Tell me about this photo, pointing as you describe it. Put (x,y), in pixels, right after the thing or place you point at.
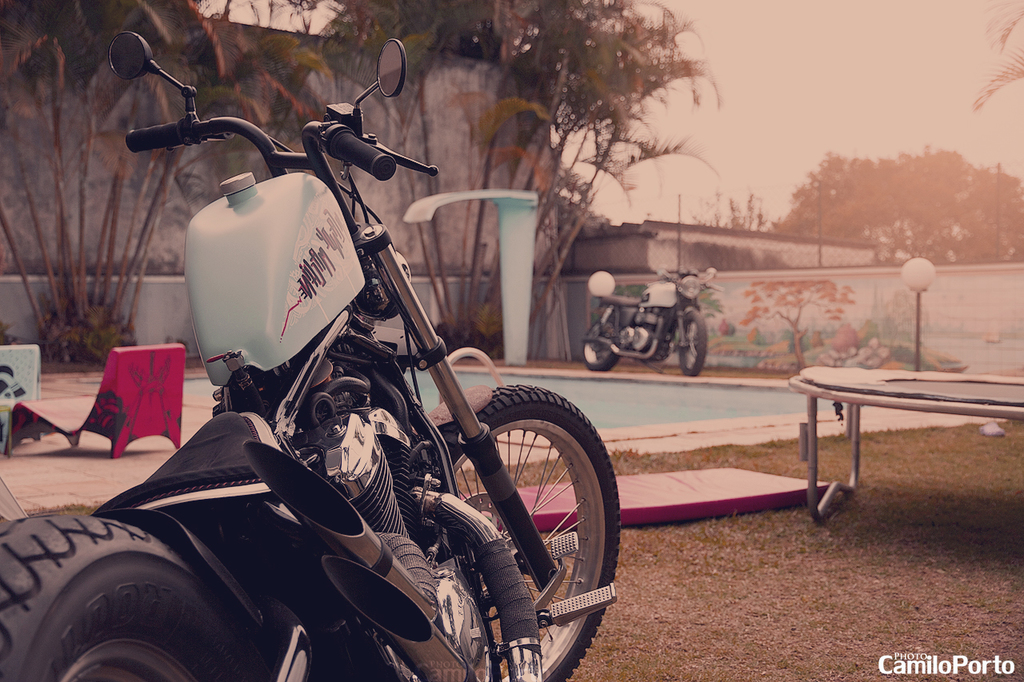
In this image we can see a motorcycle (272,474). In the back (99,392) there is a chair (99,392). On the right side (841,384) there is a trampoline (875,387). In the back (789,330) there is a wall (376,199). Also there are trees (536,235). And there are light poles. In the background (767,98) there is sky (848,90).
